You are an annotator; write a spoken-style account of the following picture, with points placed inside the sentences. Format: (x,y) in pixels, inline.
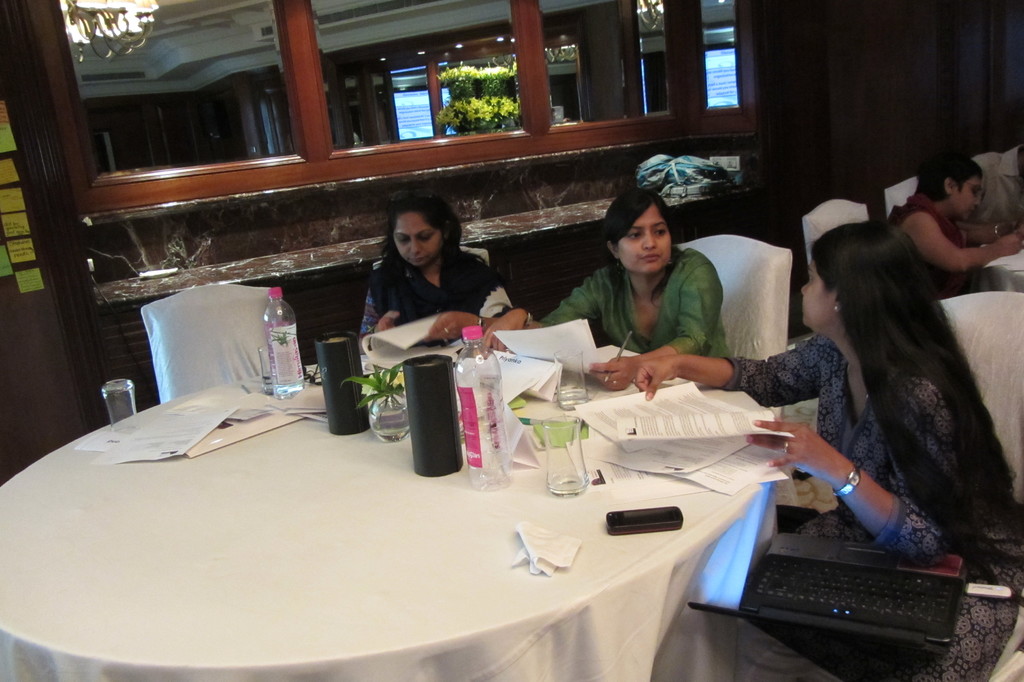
In this Image I see 4 women (965,201) and all of them are sitting on chairs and these 3 are holding papers (687,448) in their hands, I can also see 2 bottles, few glasses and a plant (392,394) on this table (127,679). In the background (314,283) I see the mirror (64,13) and the wall (678,217).
